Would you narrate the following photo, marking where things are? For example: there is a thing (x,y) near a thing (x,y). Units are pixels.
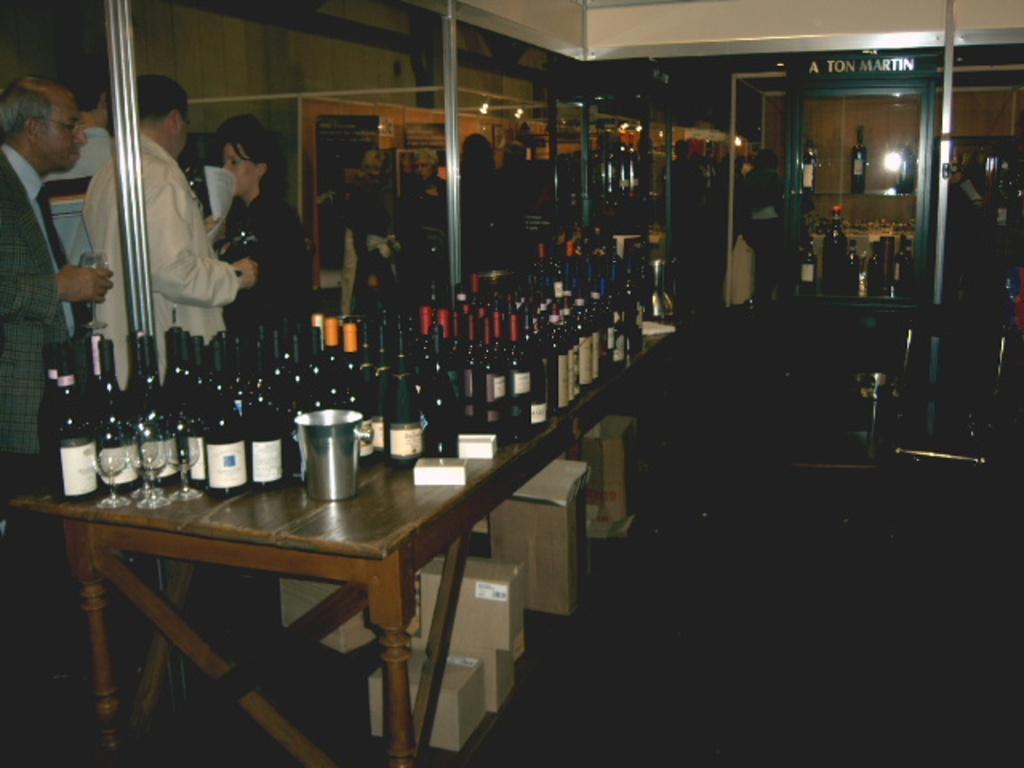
In the left side (93,281) a man (24,138) is standing by holding a wine glass (86,259) in his hands (75,275), in the middle (594,271) there are many wine bottles (329,379) on the table (407,476).
